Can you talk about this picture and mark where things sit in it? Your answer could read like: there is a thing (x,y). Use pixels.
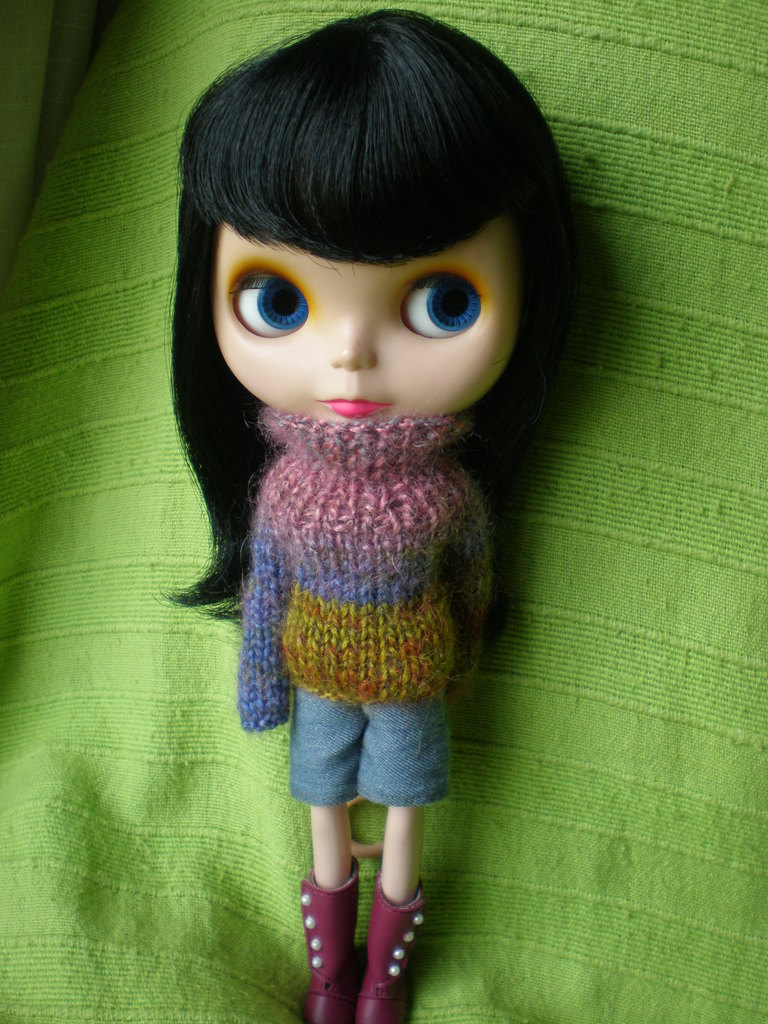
In this image I can see a toy (423,388) wearing colorful dress (390,599). Background (653,636) is in green color.
